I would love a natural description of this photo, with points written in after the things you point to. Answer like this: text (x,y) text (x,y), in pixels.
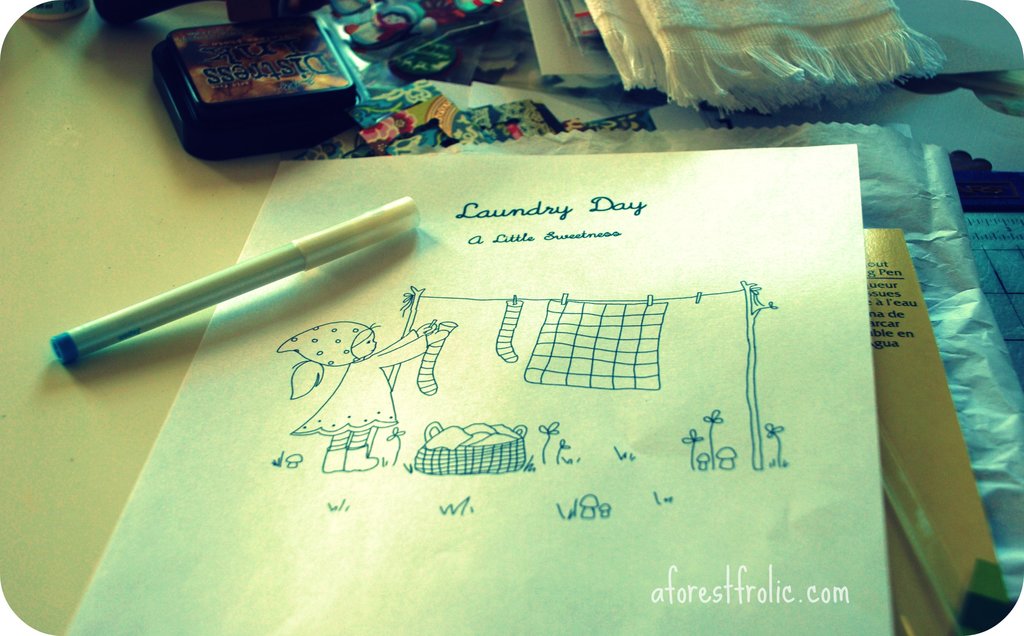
In this picture there is a pen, paper (867,357), book (923,456), cover (1012,453), cloth (744,46) and other objects (238,107) on the table (123,172). In the right bottom (822,590) there is a text (701,598).
